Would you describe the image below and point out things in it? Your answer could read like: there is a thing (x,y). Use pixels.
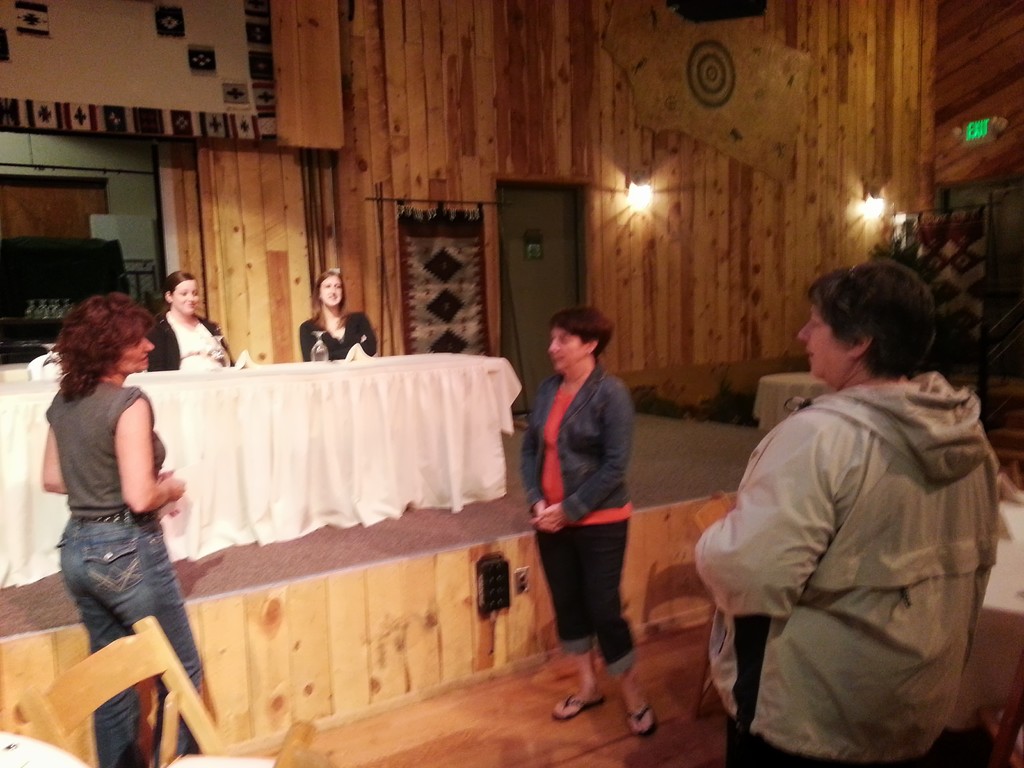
In this image we can see some people (956,612) standing on the ground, two women (333,327) are sitting behind a table (352,392) containing glasses (314,358) and some clothes (183,388) on it. On the left side of the image (298,759) we can see chairs (312,726) and some glasses (53,307) placed on racks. In the background (538,260), we can see some lights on the wall (708,289), door (531,275) and some tables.
